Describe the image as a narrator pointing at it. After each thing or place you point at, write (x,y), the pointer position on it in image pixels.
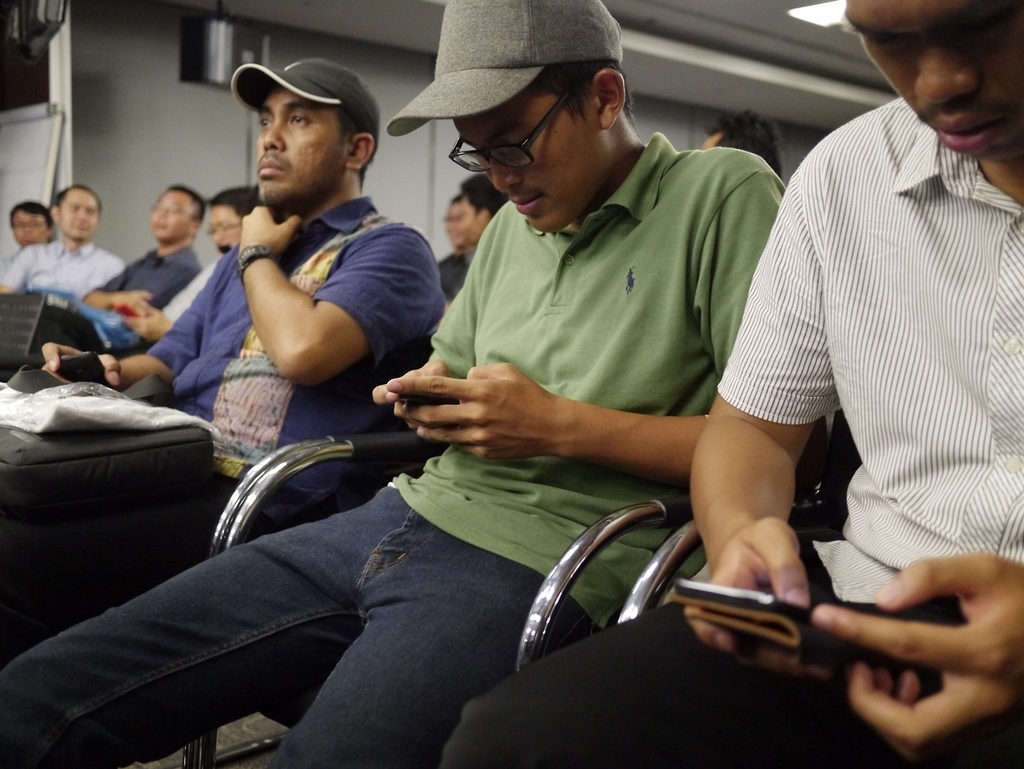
In this image I see number of people (384,245) who are sitting on chairs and I see that these both men (684,177) are holding a thing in their hands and I see that these both men (355,70) are wearing caps (308,61) on their heads (288,124) and I see the light (818,16) on the ceiling (721,35).
